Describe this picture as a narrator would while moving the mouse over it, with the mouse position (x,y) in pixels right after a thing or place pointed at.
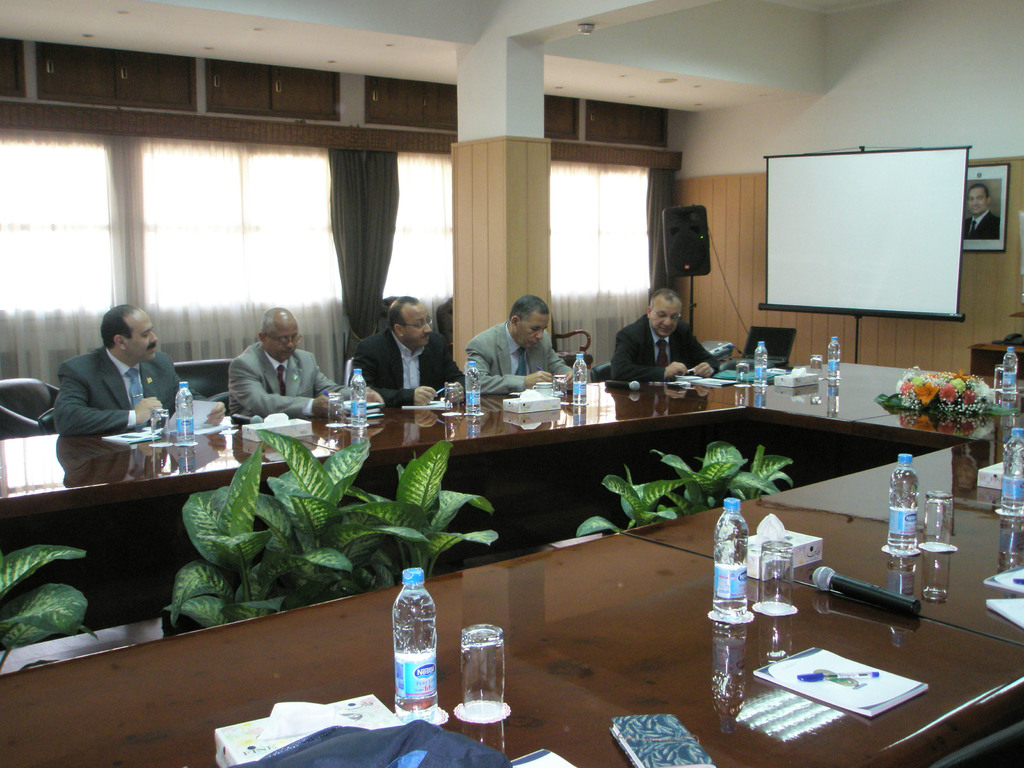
In this image there are a few men (61,394) sitting on the chairs (203,396) at the tables (609,456). On the tables (229,441) there are bottles (472,396), glasses (455,398), microphones (844,586), books (817,662), pens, a flower bouquet (919,383) and tissues (531,410). In between the tables (138,576) there are house plants (48,591). To the right (846,306) there is a board (845,270). Behind the board (872,278) there is a wall (932,97). There is a picture frame (1004,219) on the wall (992,264). Beside the board (861,263) there is a speaker (698,246) on a tripod stand (692,307). Behind the men (268,389) there are curtains (97,209) to the wall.
